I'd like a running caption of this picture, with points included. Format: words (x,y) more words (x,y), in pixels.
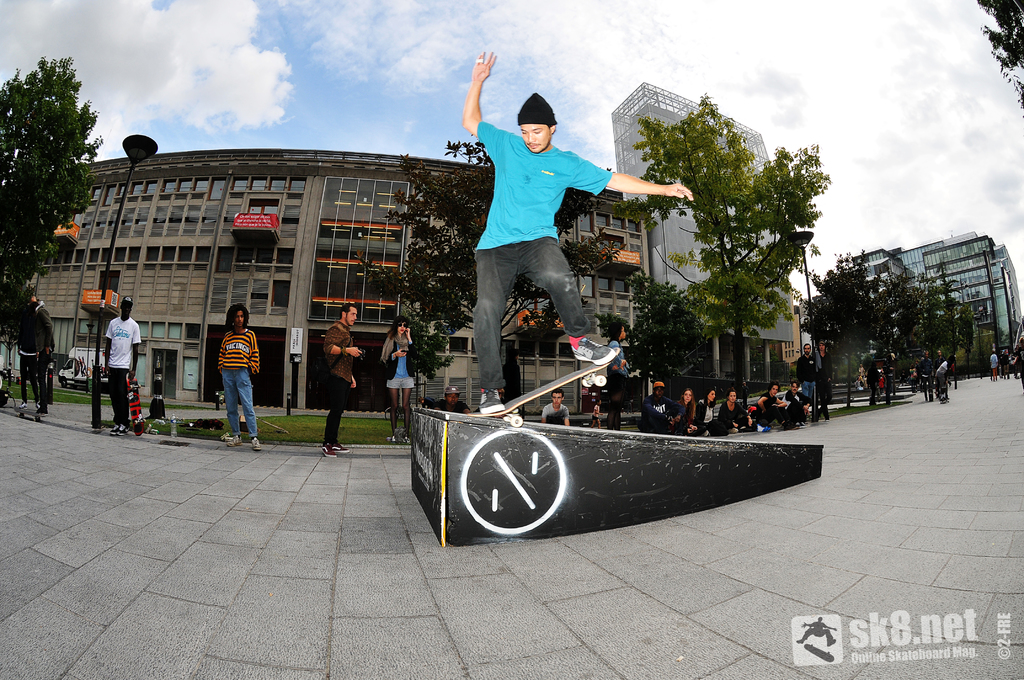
In this picture I can see buildings (955,240), trees (760,247) and few people (611,326) are standing and few are sitting and I can see few are holding skateboards (142,428) and I can see a man (560,291) standing on a skateboard (566,382) and skating on the wooden box (547,476) and I can see text (886,632) at the bottom right corner of the picture (898,635) and I can see blue cloudy sky (572,114) and I can see pole light (94,423) and a board (256,222) with some text (271,217).
